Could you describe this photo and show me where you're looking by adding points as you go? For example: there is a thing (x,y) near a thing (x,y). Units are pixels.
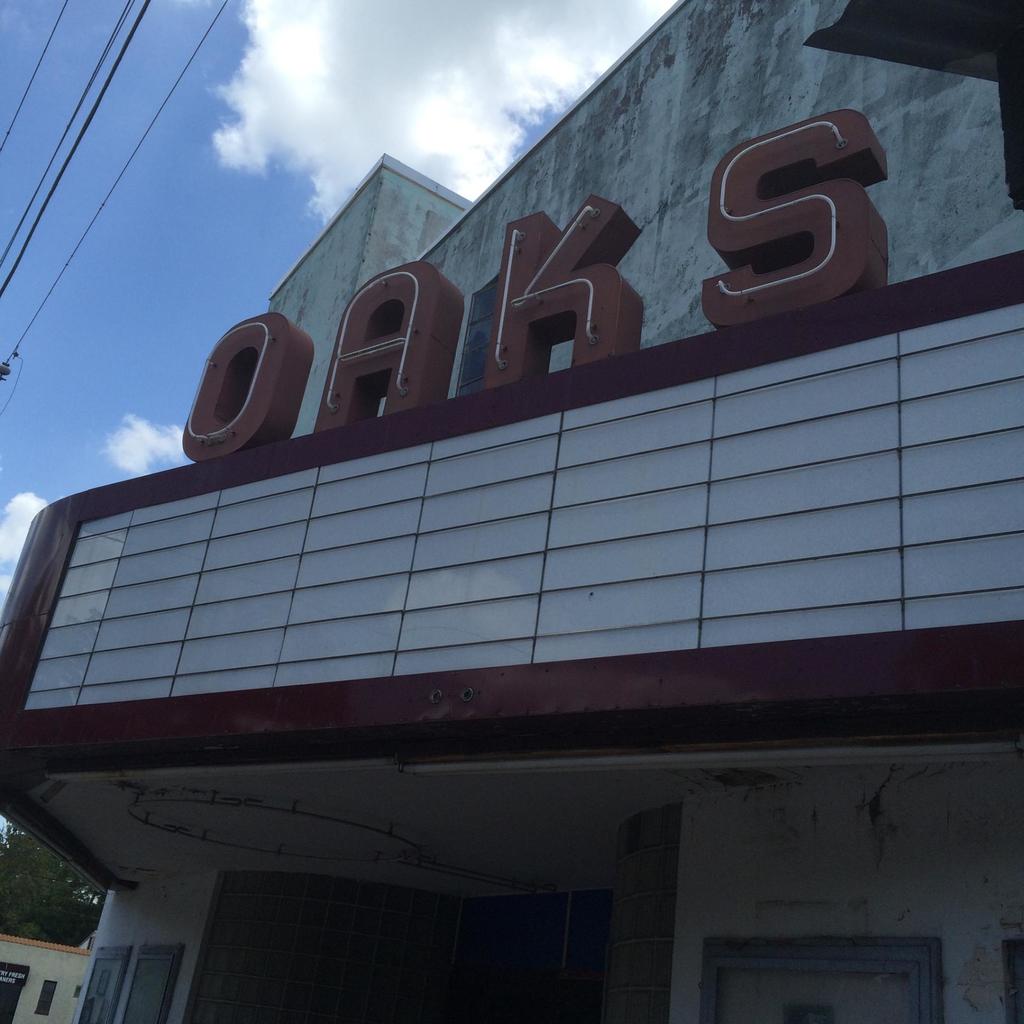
In this image we can see houses (776,544), there are text (596,246) on the wall (446,271), also we can see wires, trees (55,858), and the sky (220,265).
